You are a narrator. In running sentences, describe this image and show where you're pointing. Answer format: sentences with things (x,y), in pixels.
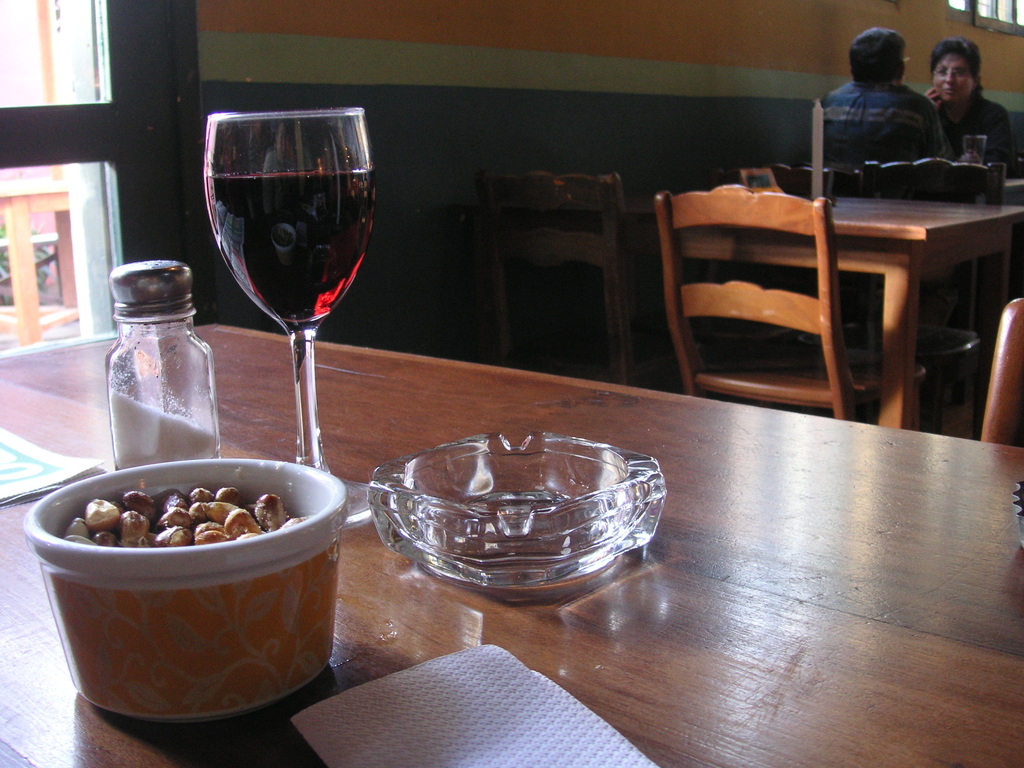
This is a picture of a wine glass (367,161), a salt jar (157,401), a bowl (147,475) of food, a tissue (341,759), a glass plate (395,526) in the table (359,462) and in back ground (850,163) there are 2 persons (961,123) sitting in the chair (940,163).
